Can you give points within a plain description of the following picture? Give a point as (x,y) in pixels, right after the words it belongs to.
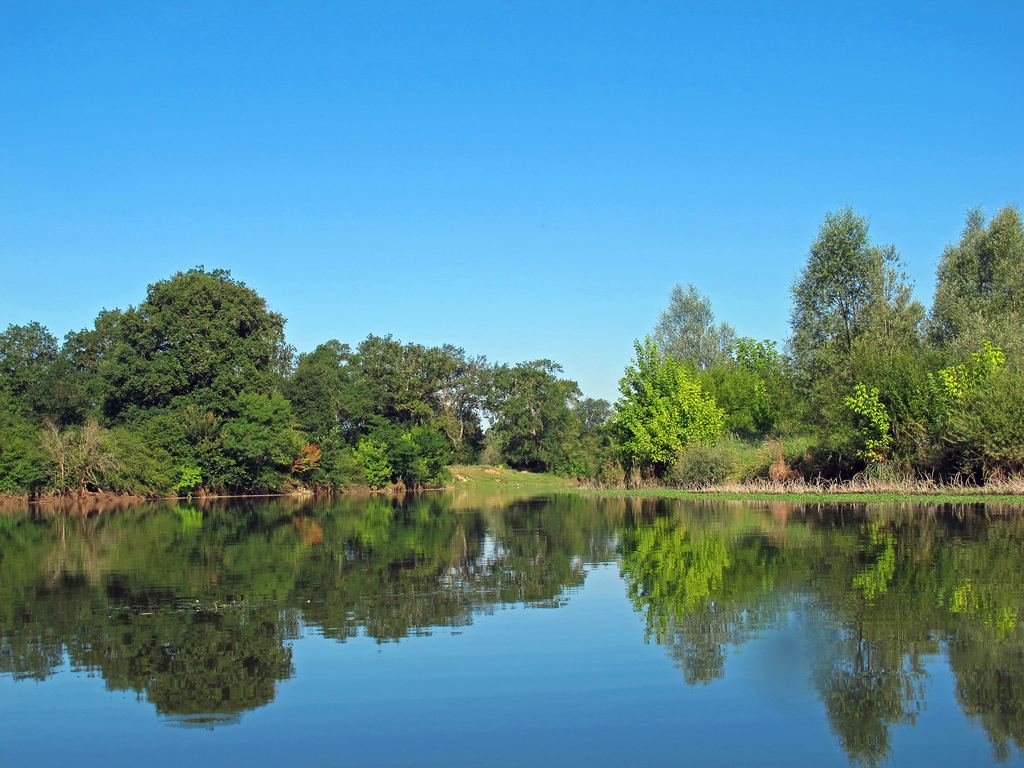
In this image there are few trees (568,441), reflections (411,544) of trees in the water (440,649) and the sky (286,257).
